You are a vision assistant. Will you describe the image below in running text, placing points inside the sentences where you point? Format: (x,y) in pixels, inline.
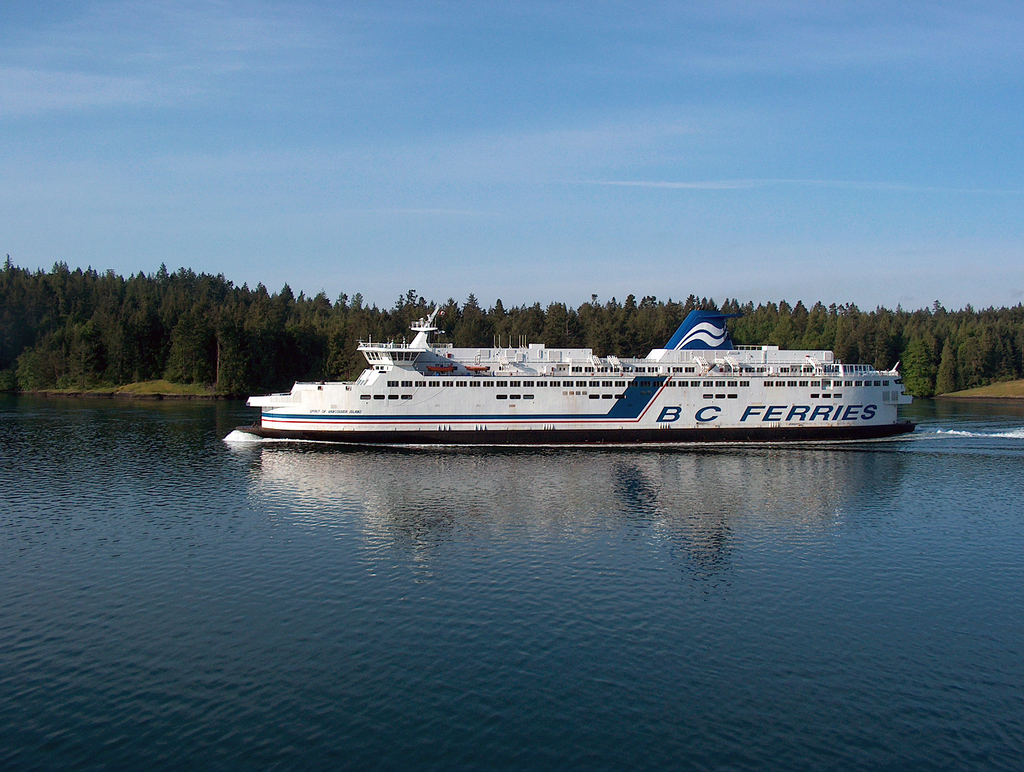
In this image we can see a ferry (685,347) which is of white color is on the water (577,473) and in the background of the image (164,358) there are some trees (395,331) and clear sky (346,275).
